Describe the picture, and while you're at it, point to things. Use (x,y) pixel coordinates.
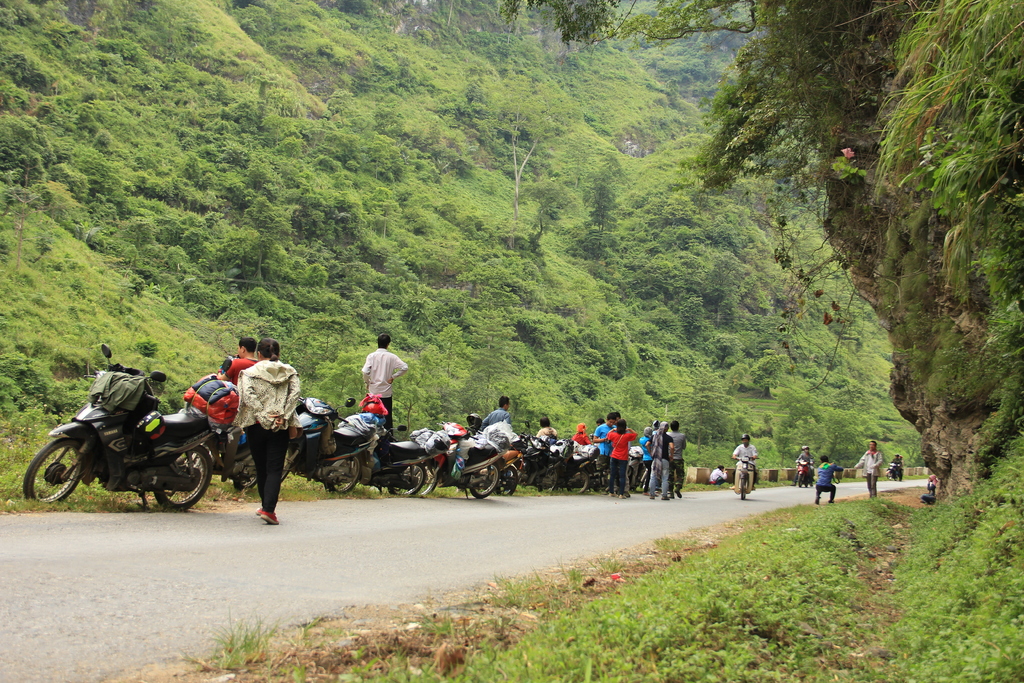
In this image I can see the road (516,548), few motorbikes (457,480) on the road (432,514) and few persons (647,476) on the road (418,501). I can see some grass (751,618) and few trees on both sides of the road (543,499).
